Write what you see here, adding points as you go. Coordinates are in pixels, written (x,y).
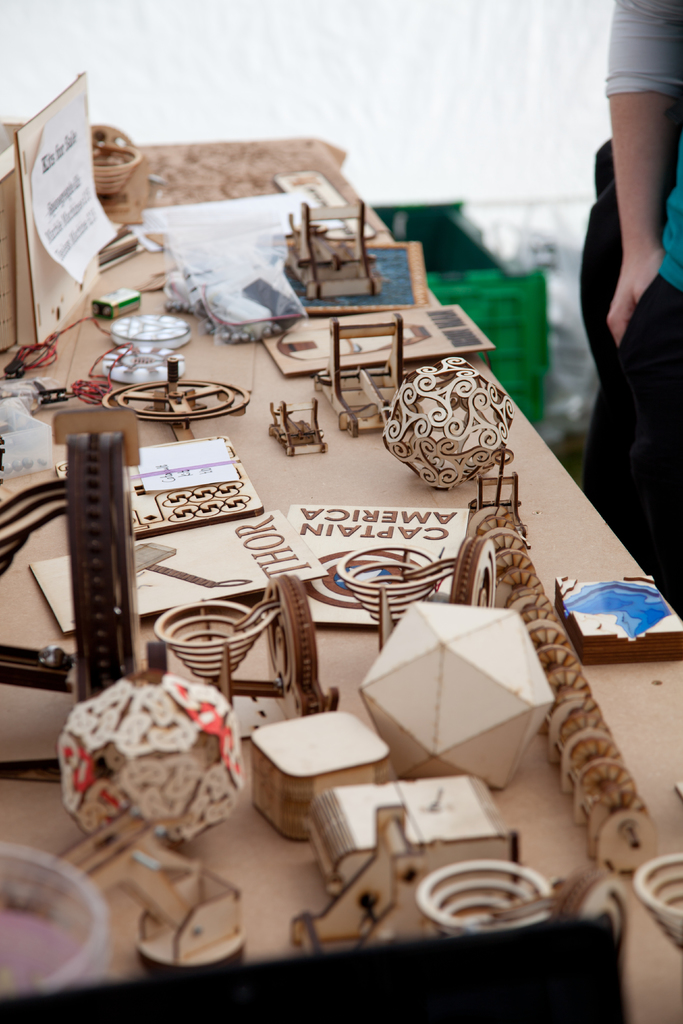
In this picture on the left (31,545) there is a table (167,169), on the table (261,841) there are many crafts (218,818). On the top left (66,301) there is a paper (87,233) attached to wooden board (49,267). On the top right (621,117) there is a person (630,420) standing.
